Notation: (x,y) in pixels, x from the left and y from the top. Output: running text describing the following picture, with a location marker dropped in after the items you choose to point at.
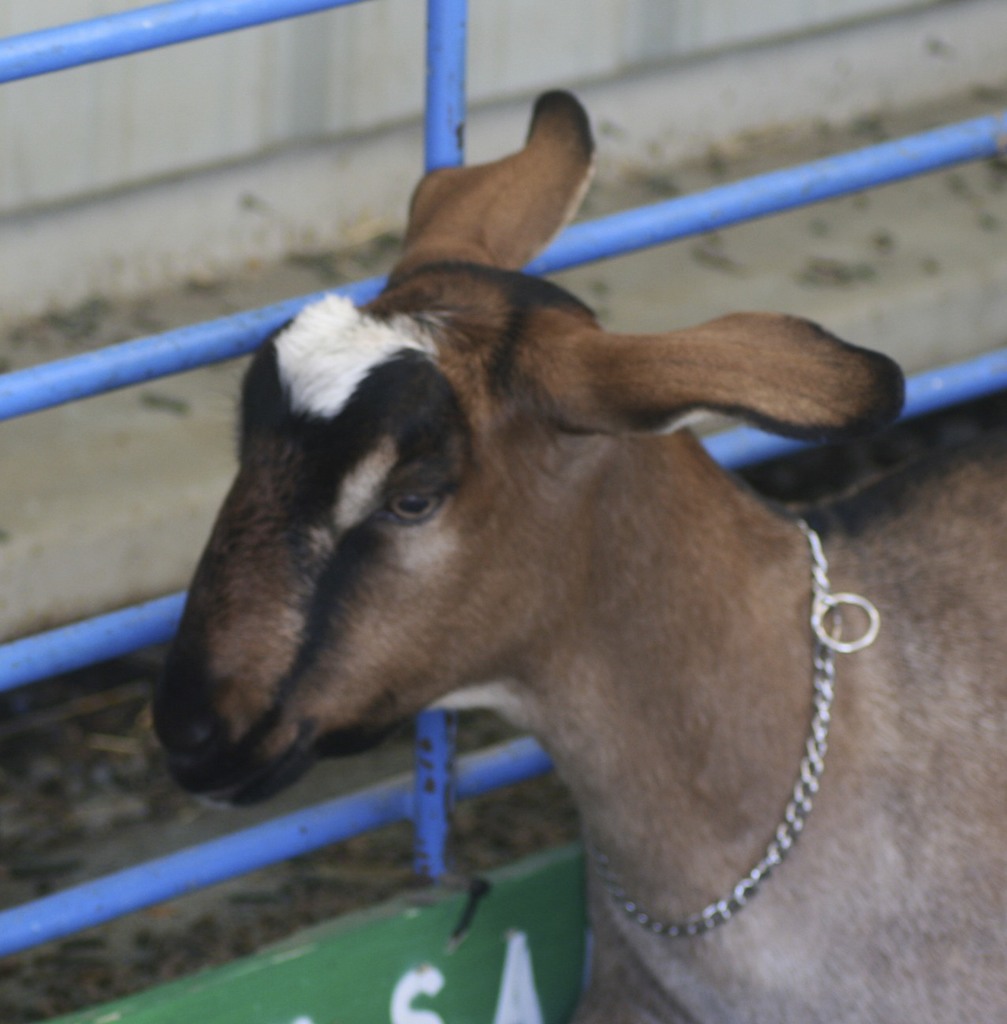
This image consists of a goat (668,834). It has a belt (700,933). It is in brown color.
